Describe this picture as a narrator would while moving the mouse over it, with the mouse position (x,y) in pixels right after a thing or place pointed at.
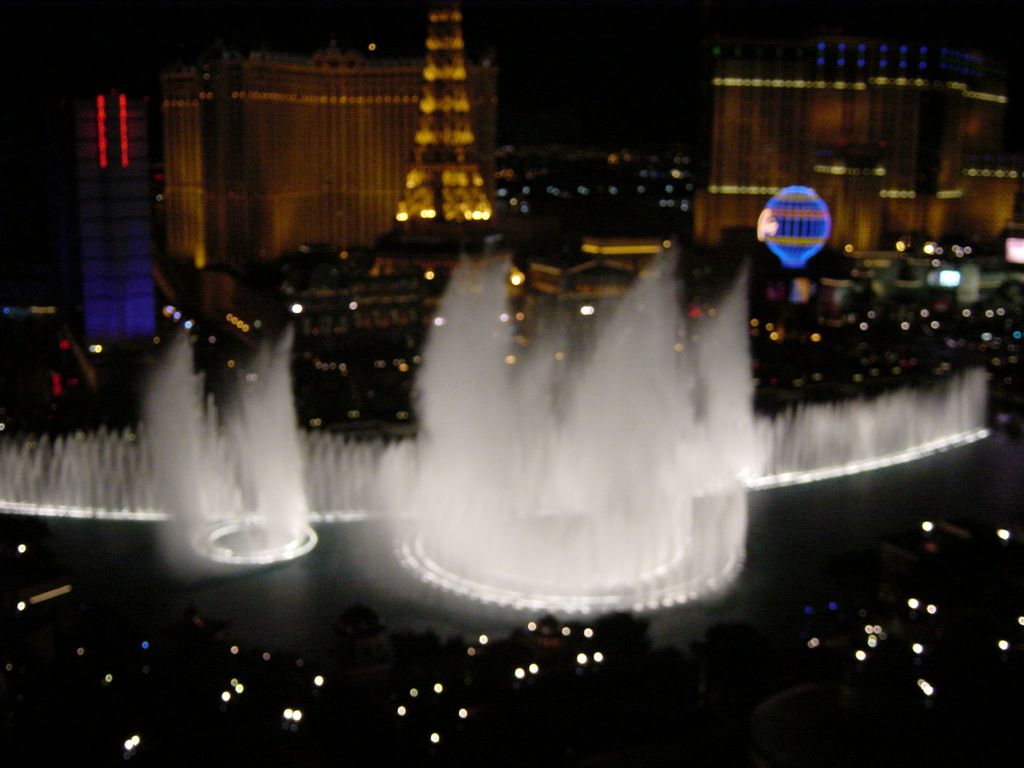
At the bottom of the picture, we see the lights (520,675). In the middle of the picture (528,423), we see the water fountains (518,523). There are buildings (751,171) and towers (135,234) in the background (376,295). We even see the lights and a board (783,234) in blue color. This picture is clicked inside the city. This picture is clicked in the dark.
